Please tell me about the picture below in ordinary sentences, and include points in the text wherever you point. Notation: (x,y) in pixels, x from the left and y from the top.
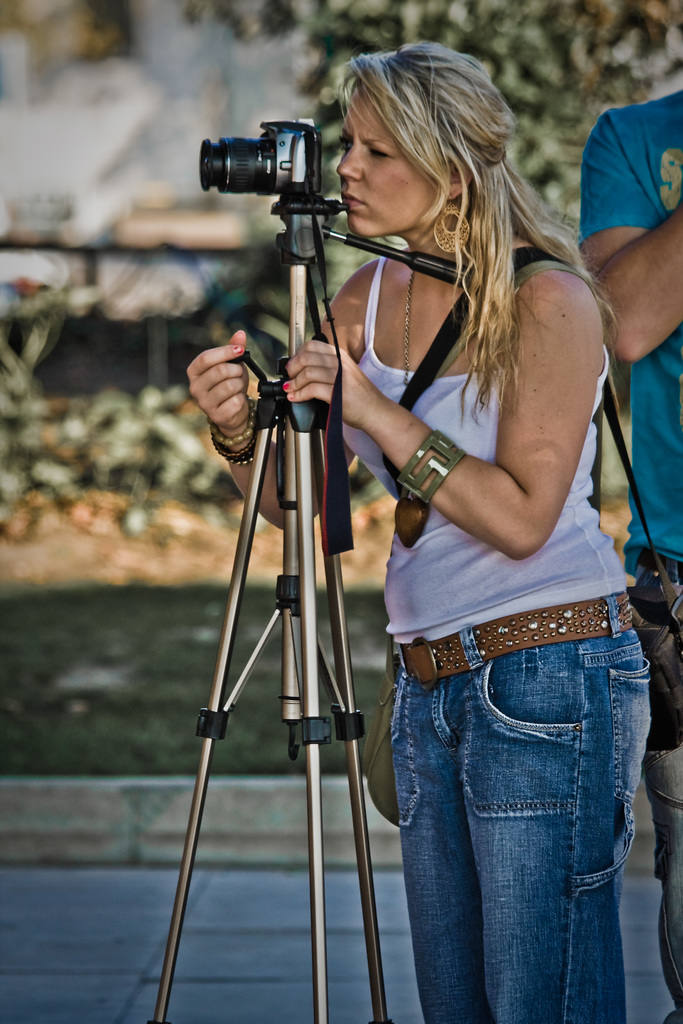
In this image there is a girl (455,646) who is looking into the camera (275,171) which is in front of her. The camera (269,161) is kept on the tripod (262,458). On the right side (652,215) there is a man (632,362) behind her. In the background (550,49) there are trees (499,46).
